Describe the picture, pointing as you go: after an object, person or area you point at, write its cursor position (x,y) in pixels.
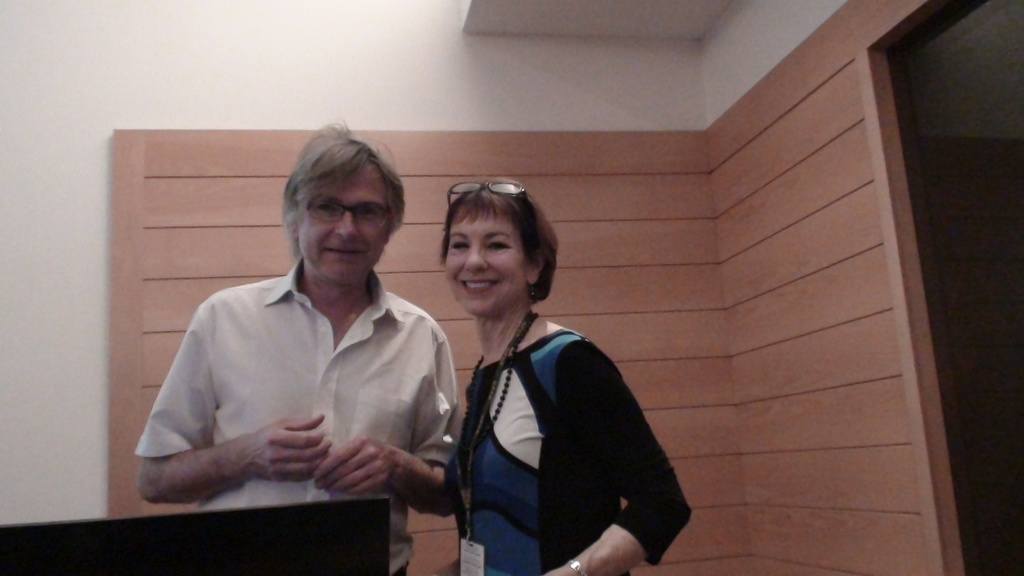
In this picture we can observe a couple (335,386). One of them is a man (392,389) wearing white color shirt (295,393) and the other is a woman (489,473) wearing black color dress (566,467). Both of them are smiling. In the background (87,338) there is a wall (345,87).
